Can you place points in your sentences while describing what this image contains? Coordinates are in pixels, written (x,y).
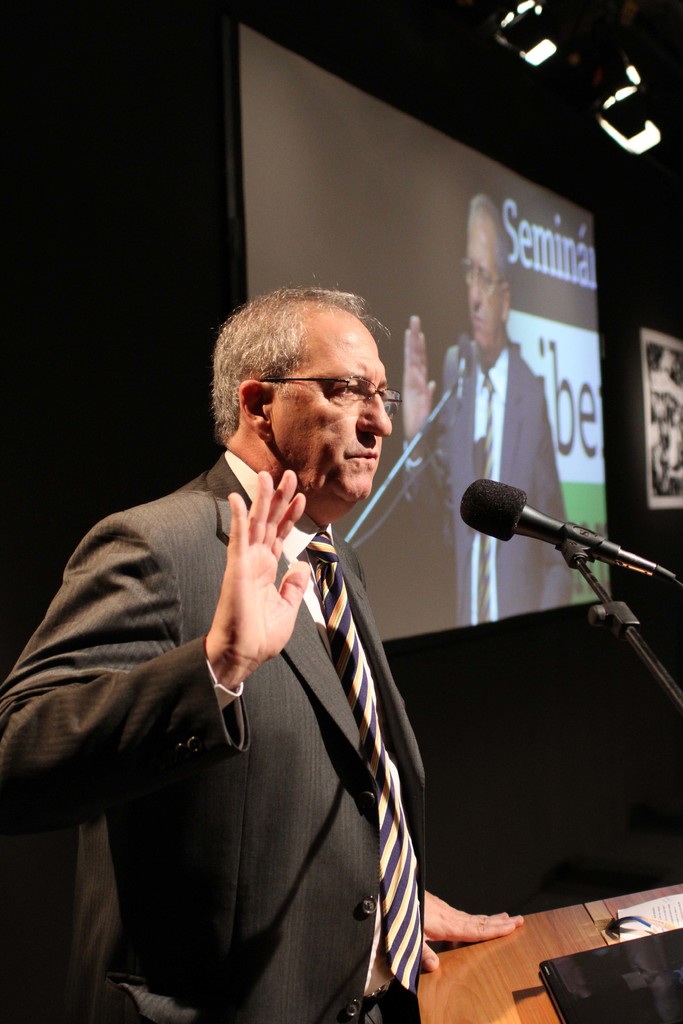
In this picture we can see a man (159,739) in the blazer (183,757). In front of the man (212,764), there is a podium (446,1004) and on the podium (468,958), there are some objects (680,965). On the right side of the image (481,528), there is a microphone (521,525) with a stand (618,614). Behind the man (275,489), there is a projector screen (396,438) and a banner (673,416). At the top right corner of the image (524,27), there are lights (610,105).
